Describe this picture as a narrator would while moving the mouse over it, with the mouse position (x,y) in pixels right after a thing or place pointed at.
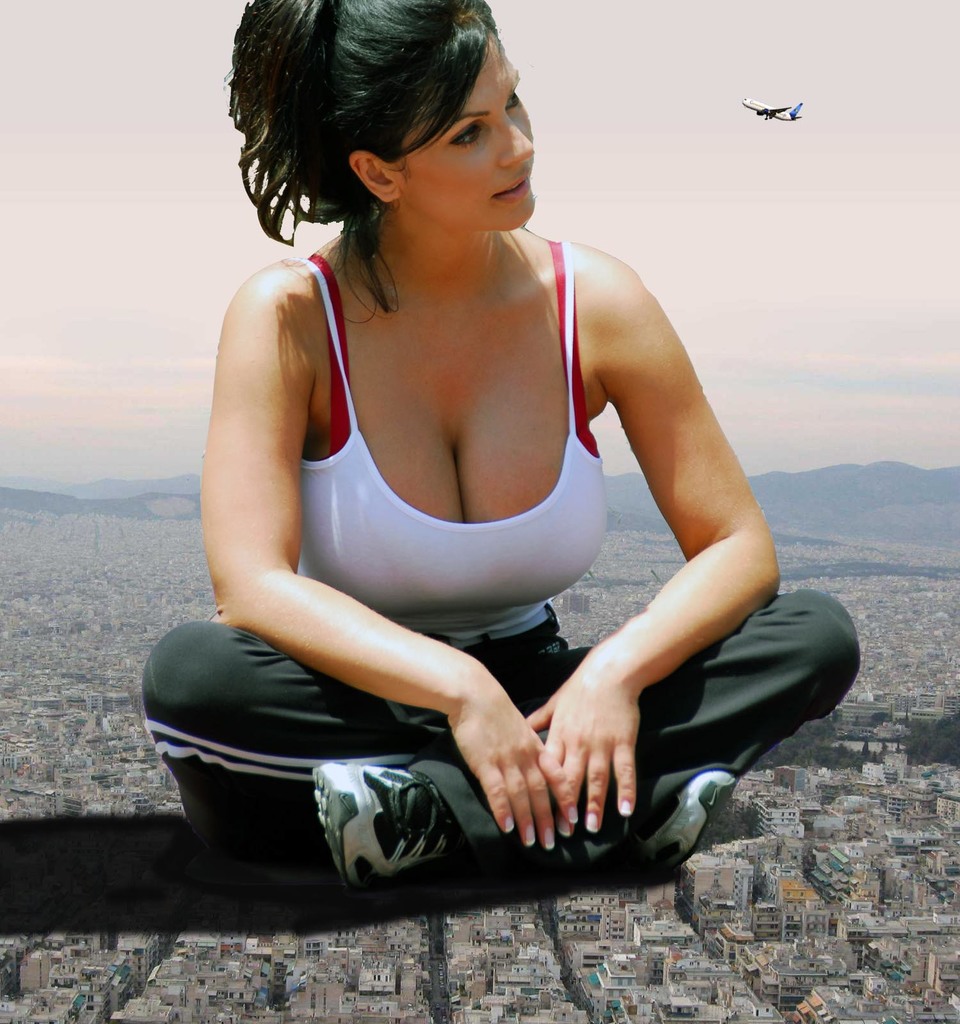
There is a woman (748,657) in white color t-shirt (356,579), sitting on the buildings (668,898). In the background (146,774), there are buildings (146,774), mountains (168,487), there is an airplane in the sky (584,56).
